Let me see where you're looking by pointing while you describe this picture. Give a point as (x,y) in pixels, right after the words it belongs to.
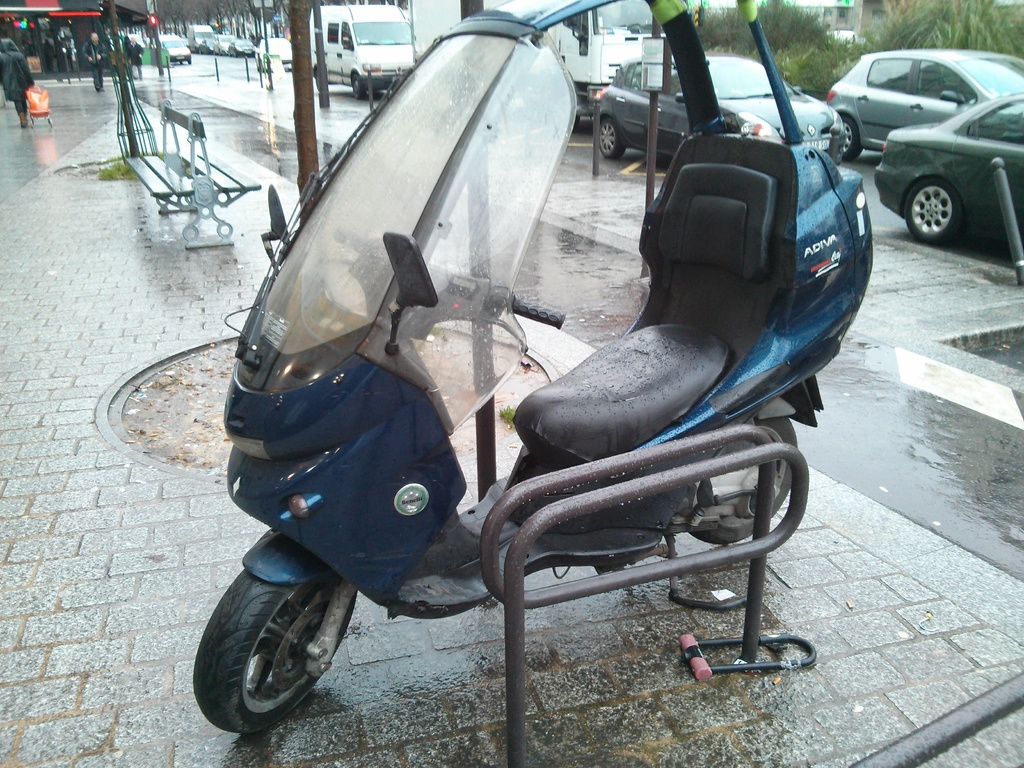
In this picture I can see a scooter (469,23), there are vehicles (948,149) on the road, there is a bench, there are group of people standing and there are trees (708,21).
